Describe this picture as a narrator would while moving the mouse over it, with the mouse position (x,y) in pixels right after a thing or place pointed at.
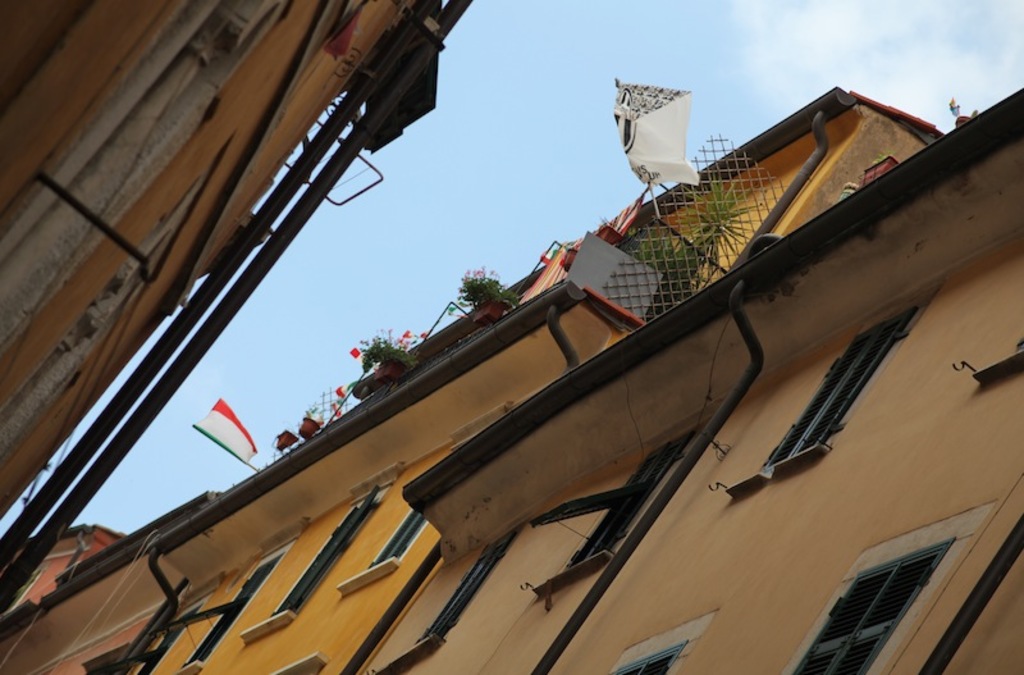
In the image there is a building (598,442) with walls (683,573), windows (897,583), pipes (651,527), fencing (677,212) and also there are pots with plants (710,221) and roofs (241,487). In the top left corner of the image (261,83) there is a building wall (10,466) with windows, pipes (419,33) and roofs (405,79). At the top of the image (538,117) there is a sky (538,117).
